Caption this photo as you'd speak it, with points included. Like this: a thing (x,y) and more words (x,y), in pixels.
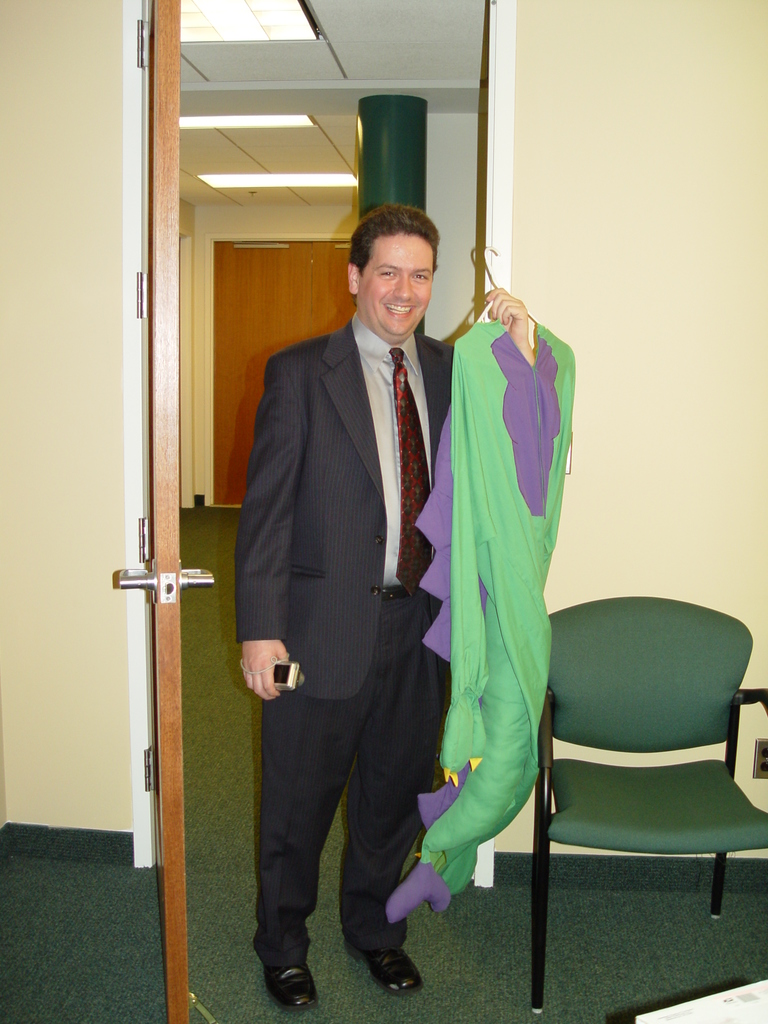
This image is taken indoors. At the bottom of the image (466,960) there is a floor (455,956). In the background (731,305) there are a few walls (207,224) and there are two doors (251,351). At the top of the image (304,15) there is a ceiling (276,151) with a few lights (225,179). On the right side of the image (635,770) there is an empty chair (676,817) on the floor (625,915). In the middle of the image (377,528) a man (313,577) is standing and he is holding a device (274,676) and a costume (488,436) in his hands (260,688). He is with a smiling face (397,336).
